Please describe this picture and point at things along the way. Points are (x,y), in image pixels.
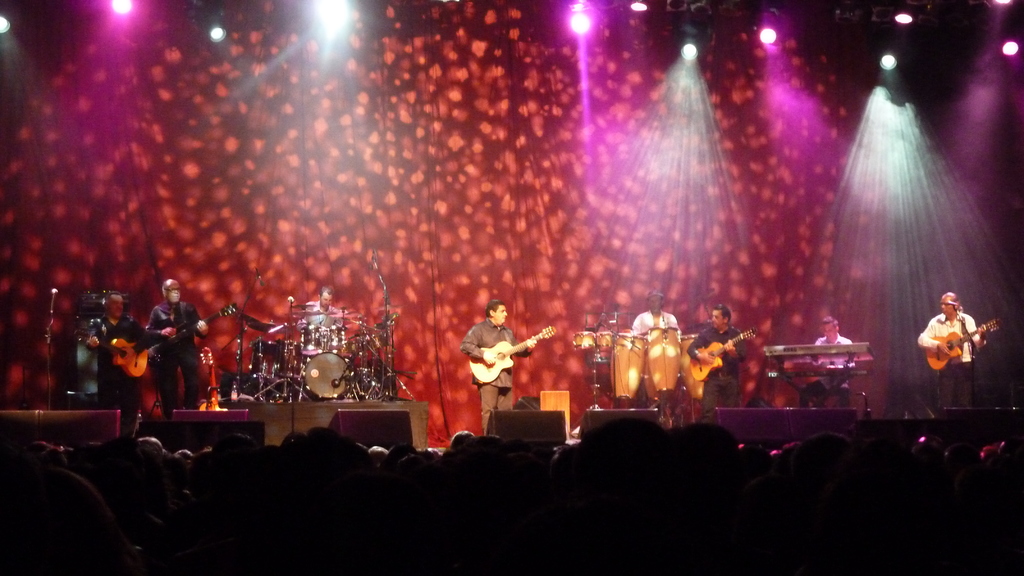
In this picture we can see a person (492,407) is playing a guitar (494,360) in the center (494,334) and on the right side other person (660,319) is playing drums (641,369) and on the extreme right one person (948,327) is playing guitar (937,339) and on the left (316,328) a man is sitting and playing drums (321,327), on the left side (195,375) a person (195,378) is playing guitar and the whole crowd (443,490) is watching and listening to them.
